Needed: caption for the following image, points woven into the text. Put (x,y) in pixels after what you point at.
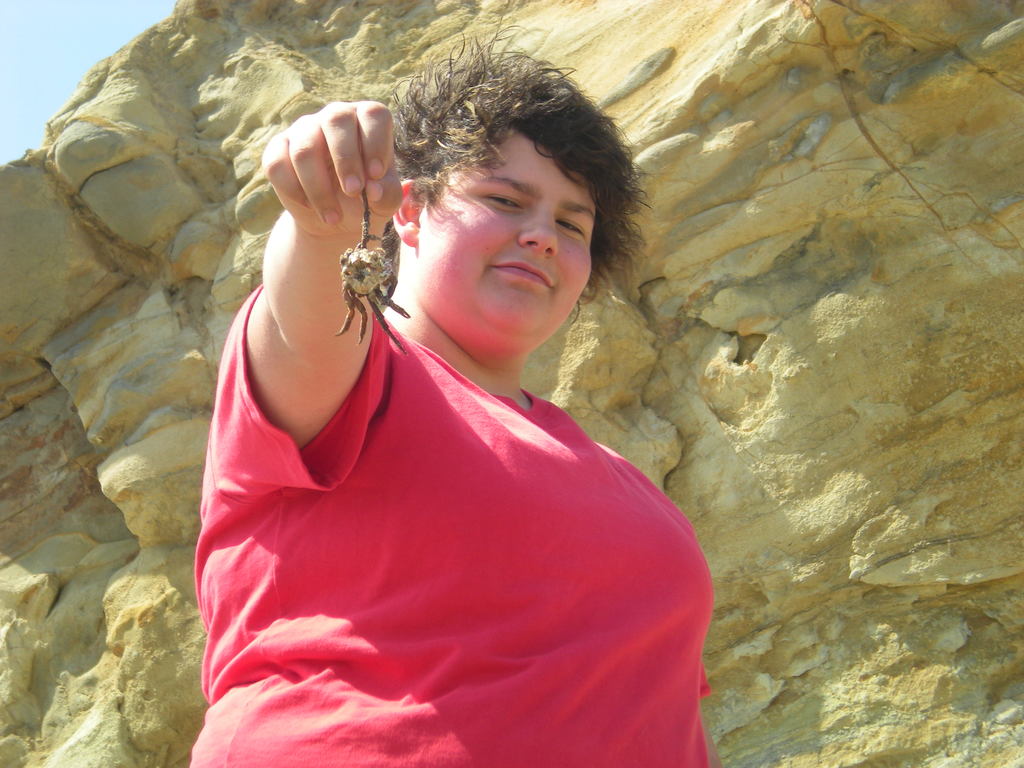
In this image there is a person (275,323) standing and holding a crab (354,260), and at the background (671,113) there is rock (974,177), sky (75,62).
